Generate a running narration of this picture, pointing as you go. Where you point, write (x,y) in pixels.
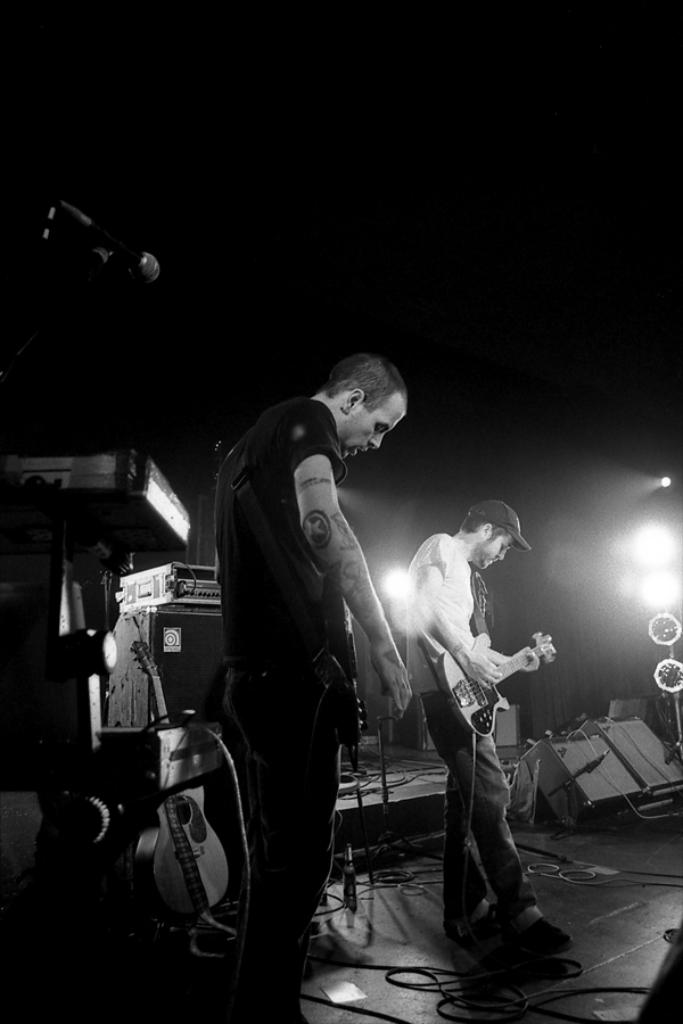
Here in this picture we can see two men (347,589) are playing guitar (447,683). At the back of them there are some musical instruments (189,773). And the left side person (252,558) is wearing a black t-shirt (293,516) and the right side person (444,536) is wearing a white t-shirt (453,585) and a cap (494,523). And to the left top corner (153,275) we can see mic (114,253).
